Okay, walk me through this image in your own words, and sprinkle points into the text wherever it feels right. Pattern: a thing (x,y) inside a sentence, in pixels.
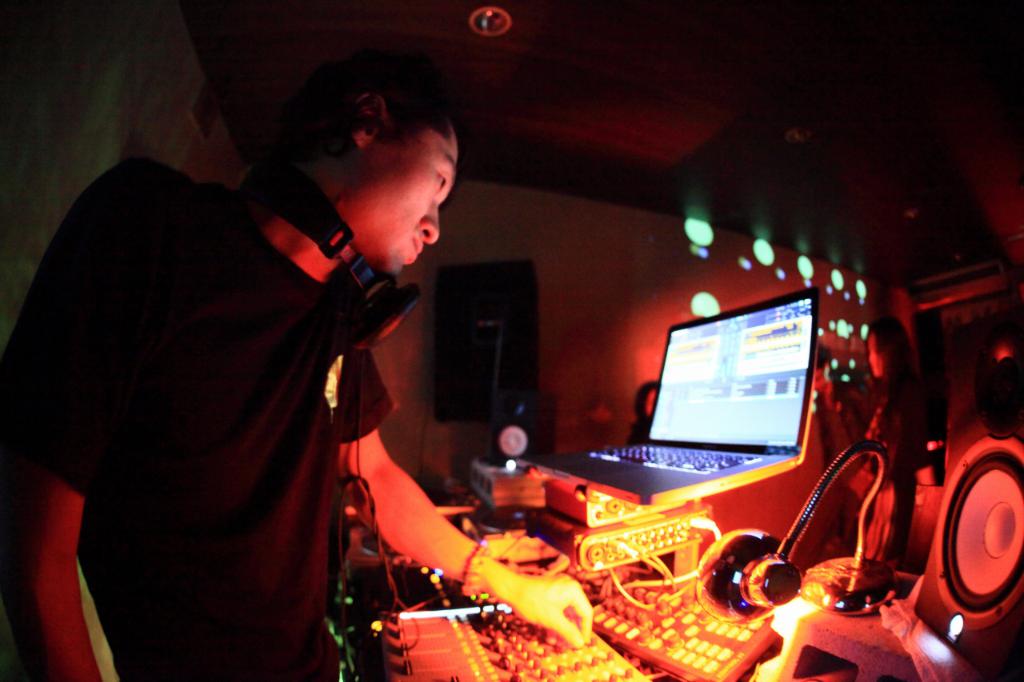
In this image there is a person (378,188) standing, there are speakers (534,446), a laptop (582,477), lamp (731,565) and some other items (702,523), and in the background (910,451) there are group of people (897,358) and lights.
